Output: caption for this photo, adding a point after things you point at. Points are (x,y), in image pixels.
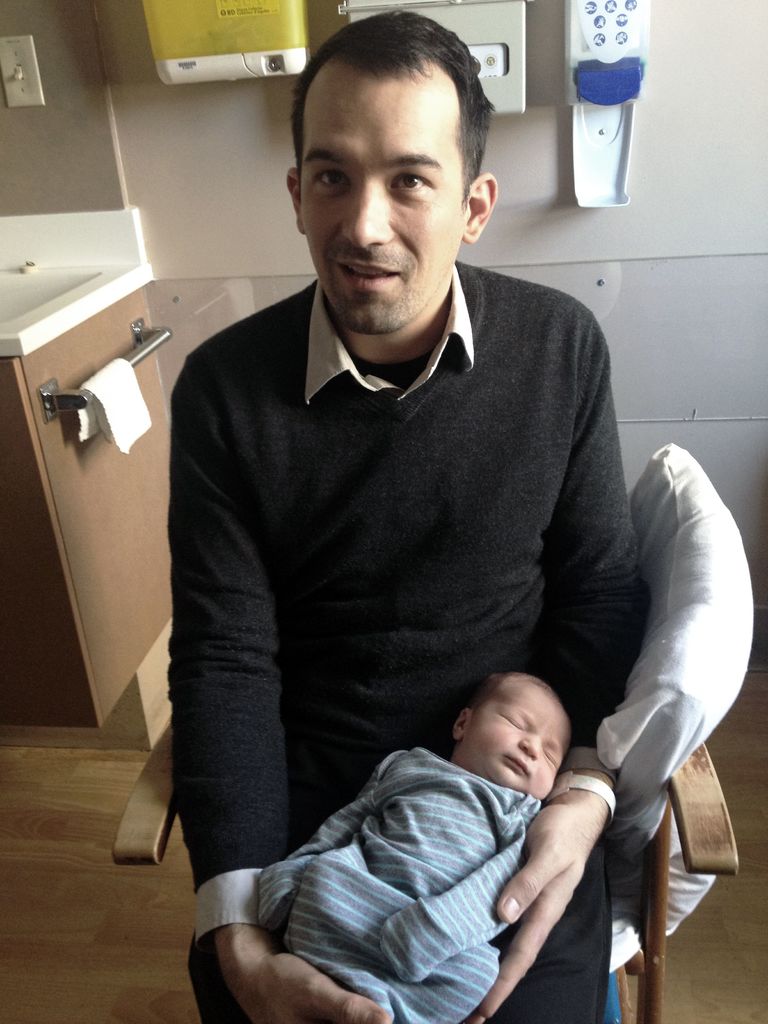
In this image I can see a person (373,442) sitting on the chair (652,629) and holding a baby (429,888).
